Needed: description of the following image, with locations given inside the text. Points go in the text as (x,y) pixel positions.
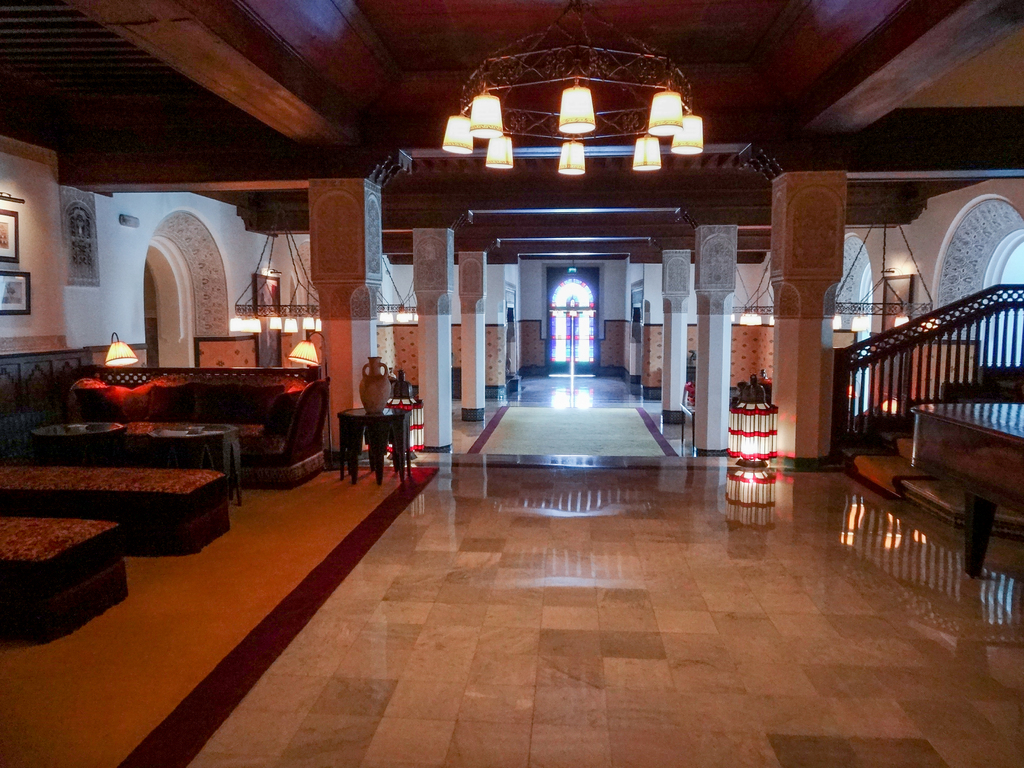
This picture shows an inner view of a house (536,220) we see a sofa bed (289,459) and a table (237,453) and we see few lights (494,117).
